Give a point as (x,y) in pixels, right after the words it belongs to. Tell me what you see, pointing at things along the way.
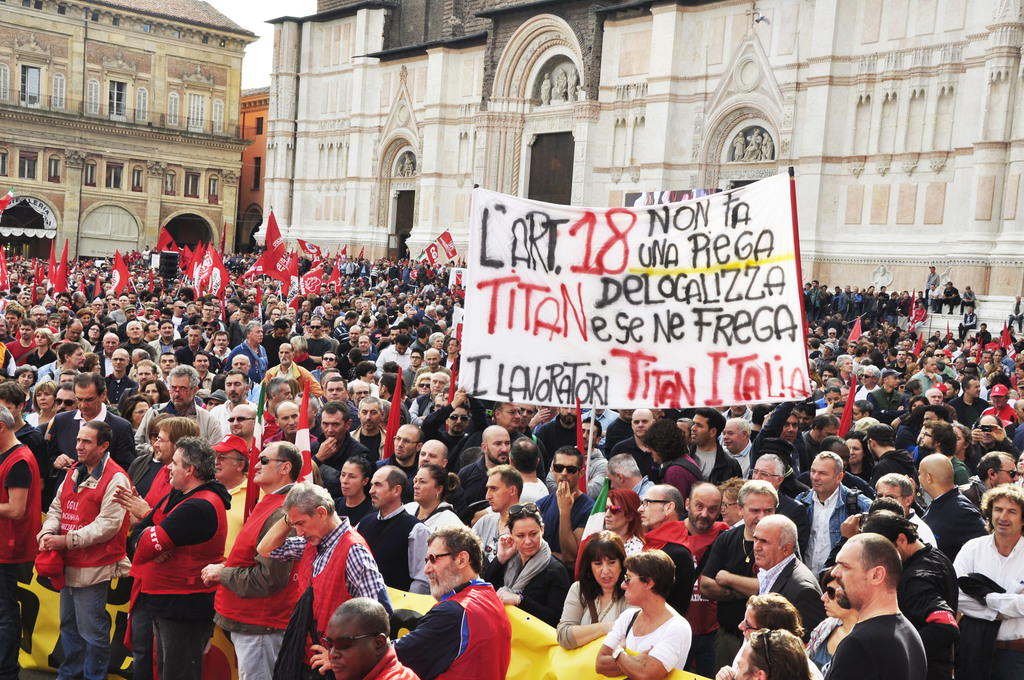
In this image I can see a group of people (305,497) are standing and holding the banner (764,346), at the back side (285,183) there are buildings (551,191).
